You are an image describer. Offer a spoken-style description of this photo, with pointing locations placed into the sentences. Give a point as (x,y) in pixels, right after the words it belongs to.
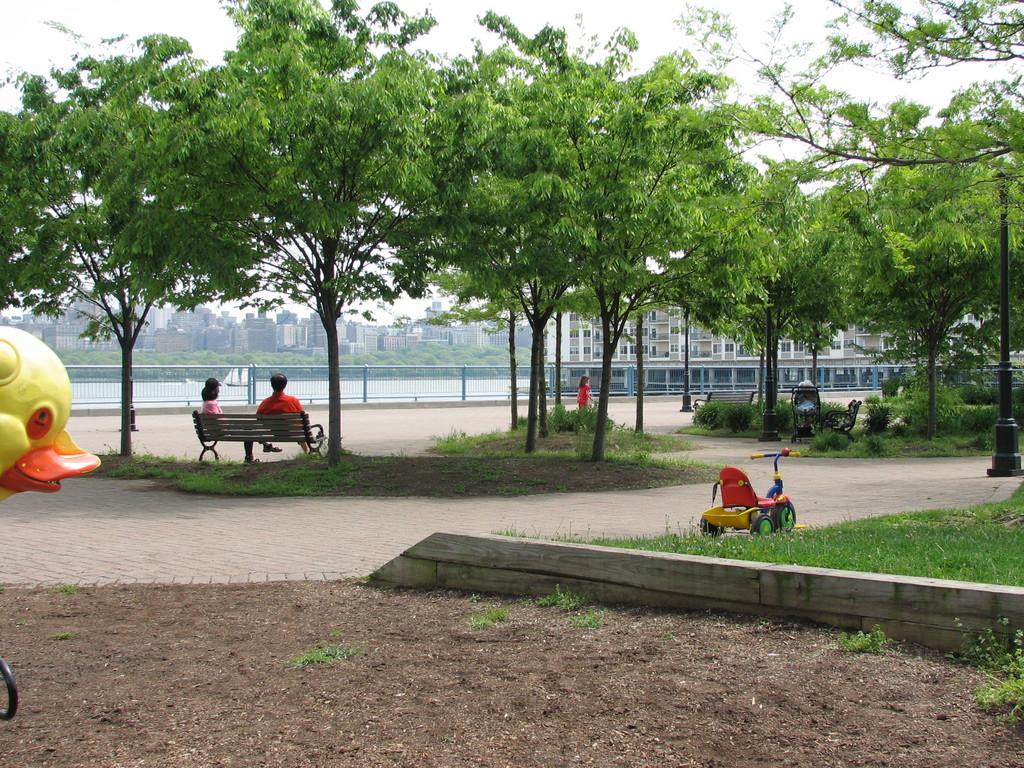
In this image I can see a trees (599,204), two people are sitting on the bench (257,431) and I can see a colorful cycle (784,505) on the road (871,490). Back Side I can see a fencing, water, boats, buildings (565,337) and windows (598,320). In front (23,354) I can see doll duck (28,390) which is in yellow and orange color.
